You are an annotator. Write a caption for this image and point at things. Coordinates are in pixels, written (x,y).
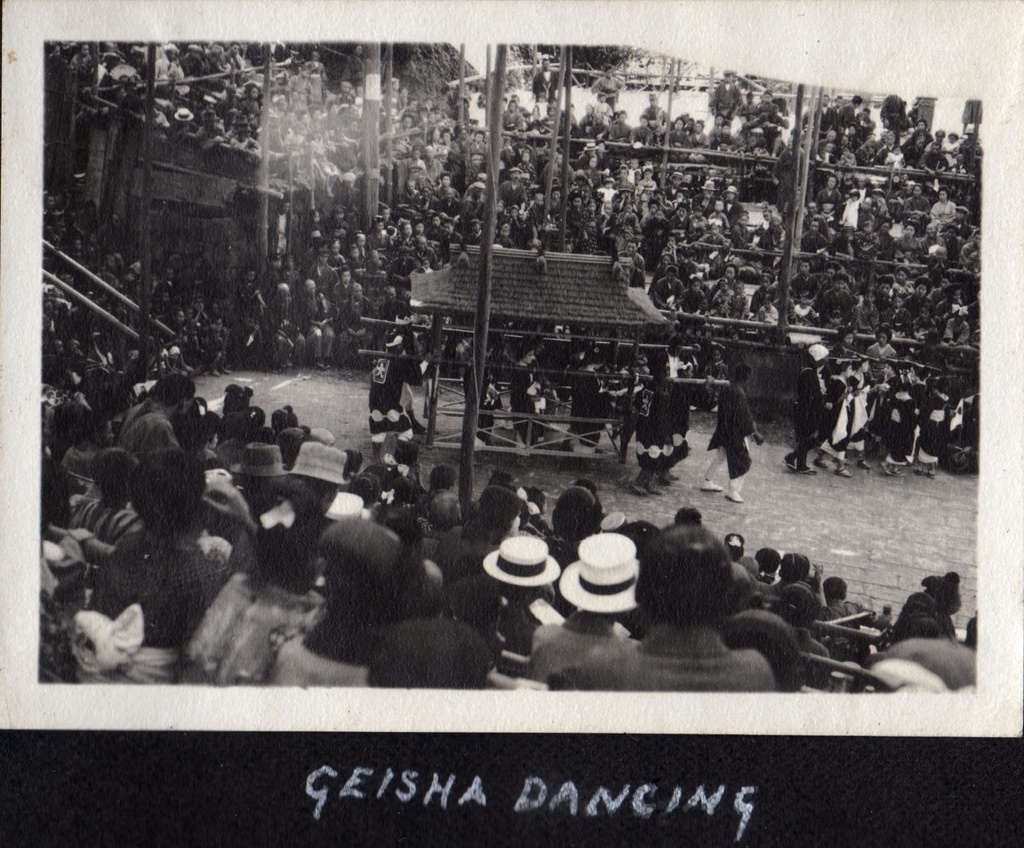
In this image I can see number of people (382,495) and I can see this image is black and white in colour. In the front (730,571) I can see few people (544,583) are wearing hats (530,575) and on the bottom side of this image (445,789) I can see something is written in white colour.
